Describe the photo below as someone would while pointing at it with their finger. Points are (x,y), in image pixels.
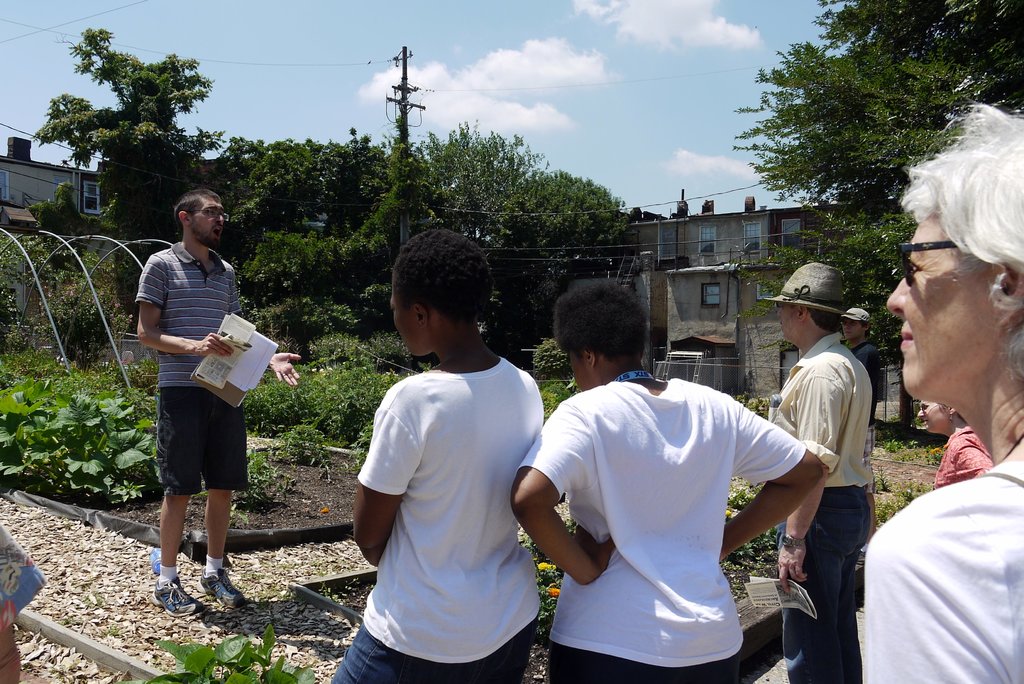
In this picture we can see a group of people (581,641) where two men (221,279) are holding papers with their hands (282,371), caps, spectacles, plants (367,382), stones (230,621), trees (896,162), poles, wires (608,246), buildings (39,193) with windows (796,240) and some objects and in the background (570,100) we can see the sky (411,81) with clouds (642,43).
